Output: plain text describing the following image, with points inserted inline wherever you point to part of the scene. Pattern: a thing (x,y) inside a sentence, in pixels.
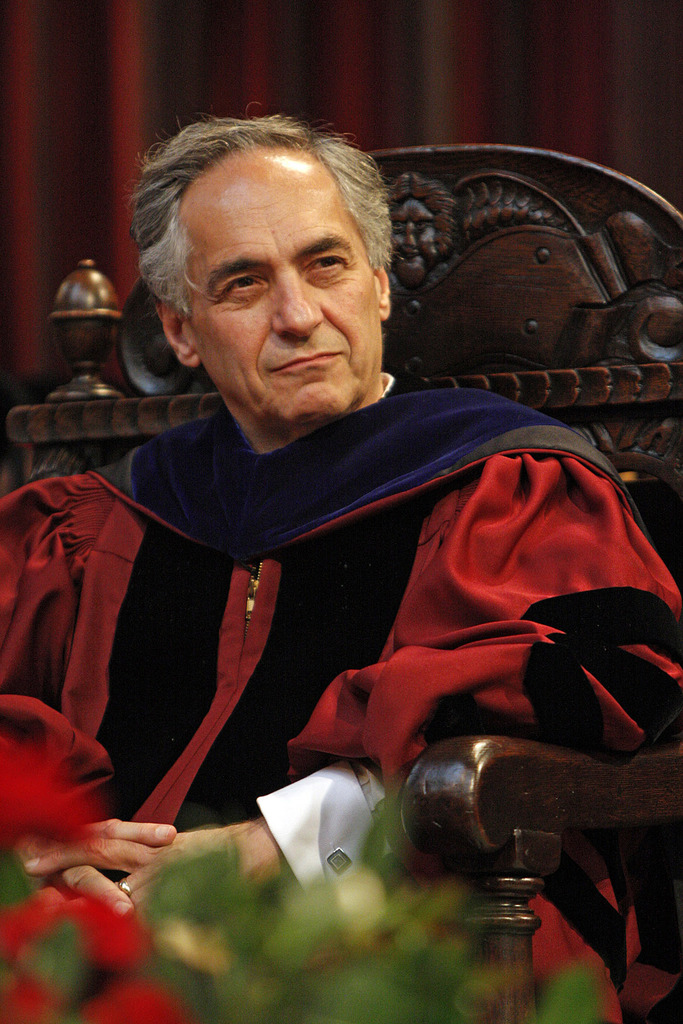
In the image there is an old man (413,469) in red dress (440,566) sitting on chair (516,858), in the front (280,995) there is a flower bouquet (375,950), in the back (372,29) there is curtain (89,60).
